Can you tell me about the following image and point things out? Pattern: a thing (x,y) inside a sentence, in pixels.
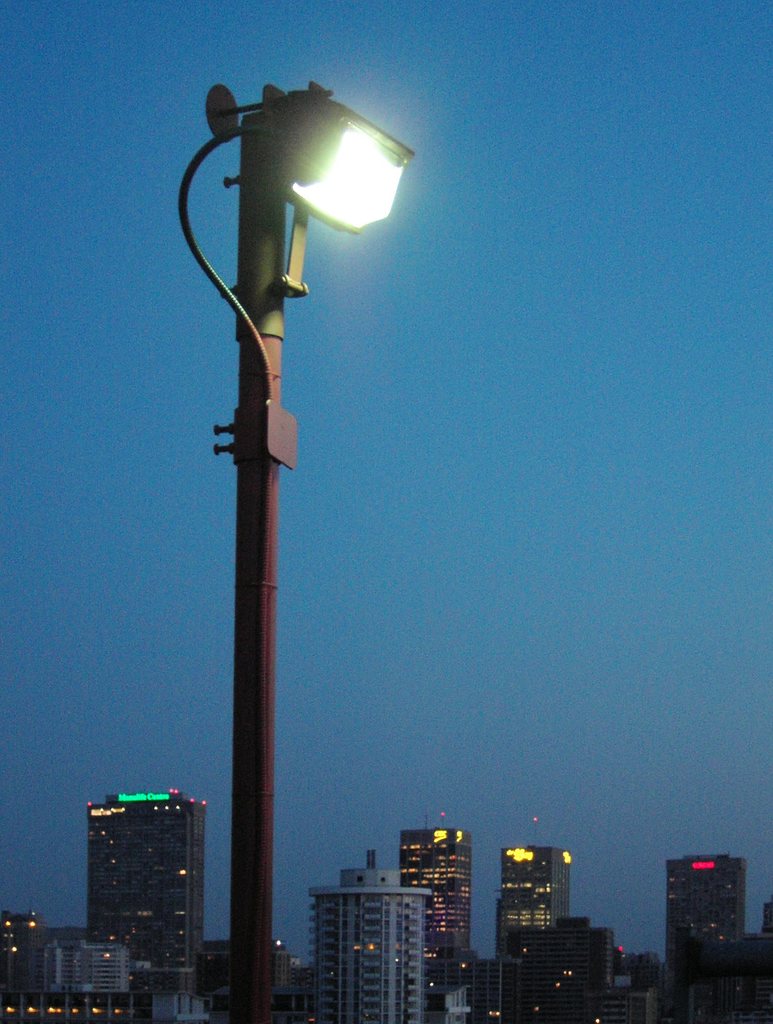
In this image we can see there is a street light (262,812). In the background (92,887) there are buildings (163,959) and sky (466,621).
